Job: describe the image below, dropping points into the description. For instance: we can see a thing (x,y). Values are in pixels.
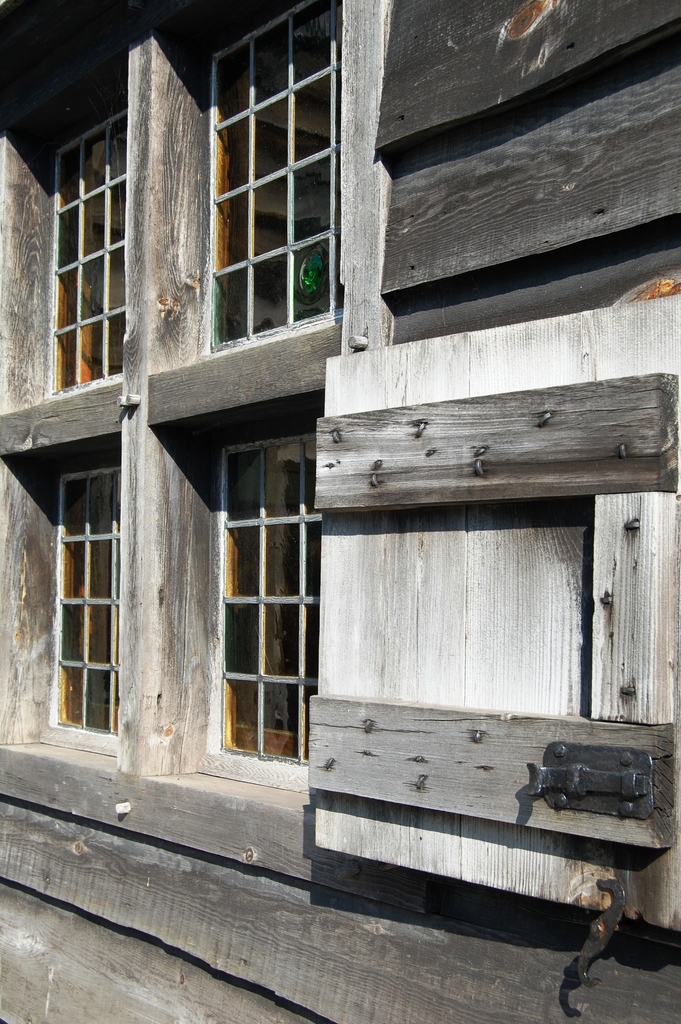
In this image we can see a wooden wall (157,570) of a building (406,573). On the buildings (355,492) we can see few windows (295,583).
